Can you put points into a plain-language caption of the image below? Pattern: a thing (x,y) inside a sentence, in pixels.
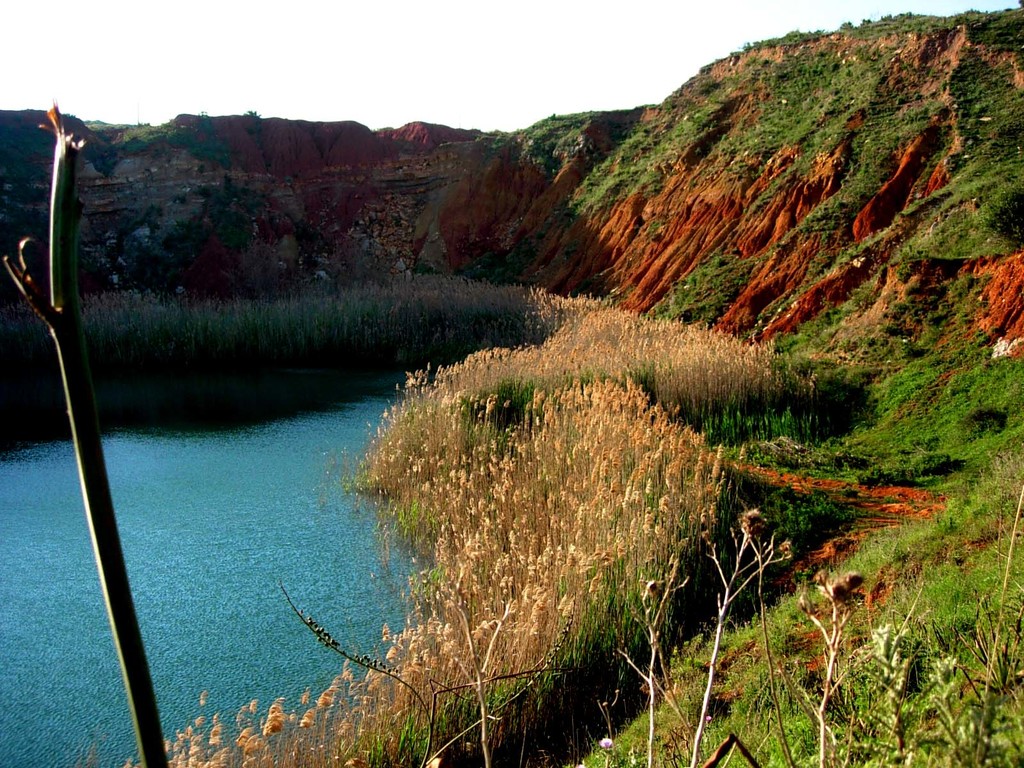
In the image there is a water surface (306,428), around the water surface (289,615) there are plants (643,484) and some greenery (878,378) and there is a small mountain (851,187).
